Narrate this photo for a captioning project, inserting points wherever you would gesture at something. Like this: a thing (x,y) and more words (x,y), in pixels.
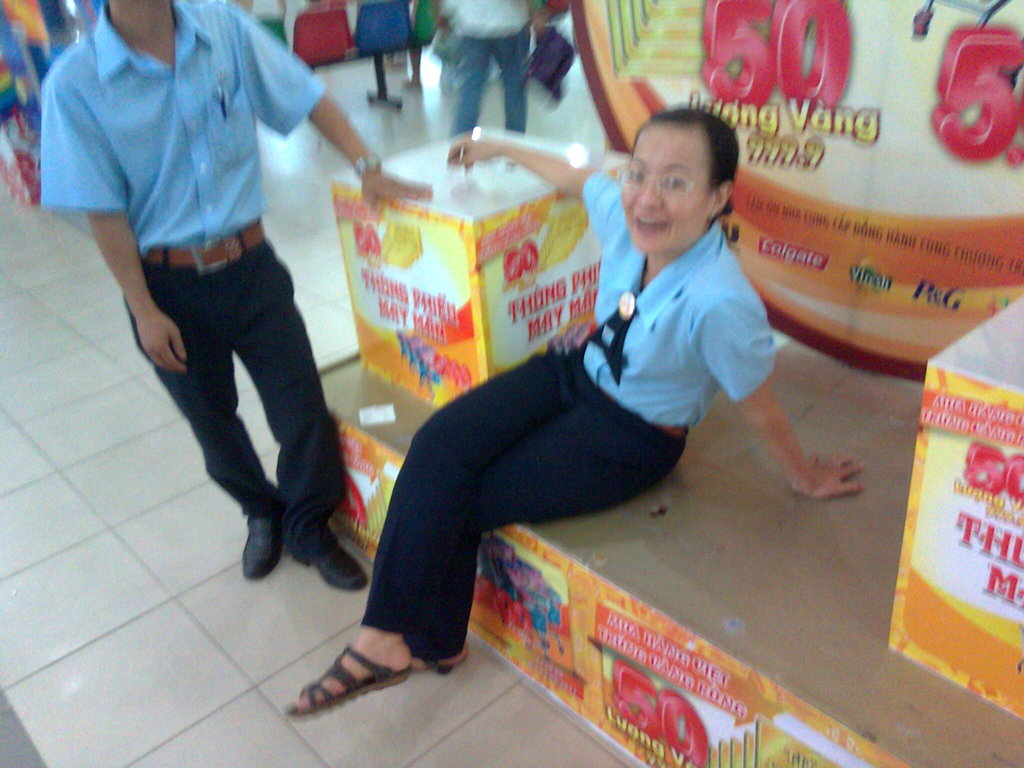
In this image we can see few people (561,455). A lady (548,471) is sitting on an object (629,729). We can see some text (651,704) on the banner (642,715). There are few chairs (367,47) in the image.
